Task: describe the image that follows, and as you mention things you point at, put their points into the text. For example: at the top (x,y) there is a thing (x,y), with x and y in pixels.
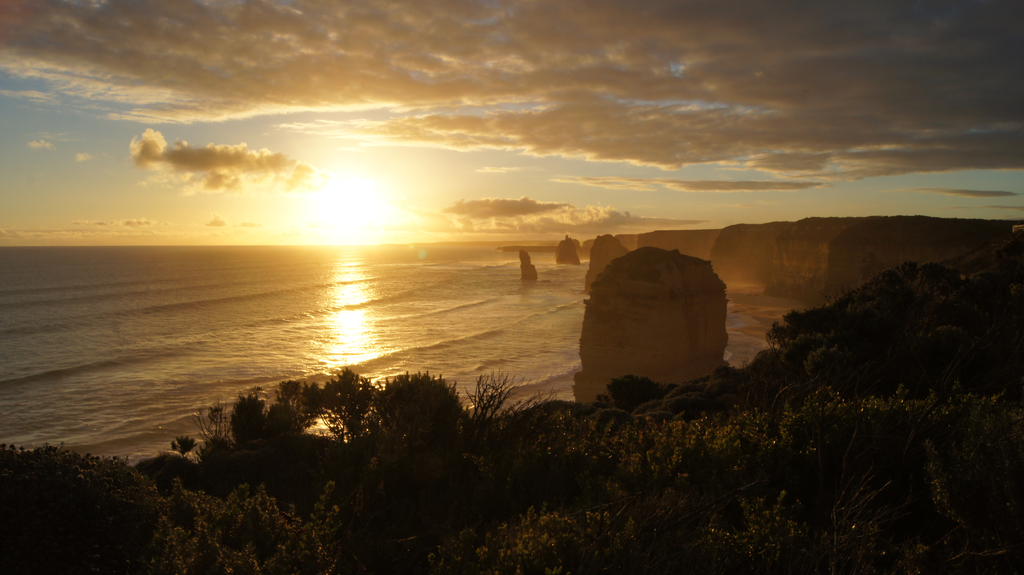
In this image, there are some plants (435,503), we can see water (271,316), at the top (554,49) there is a sky (471,44).
